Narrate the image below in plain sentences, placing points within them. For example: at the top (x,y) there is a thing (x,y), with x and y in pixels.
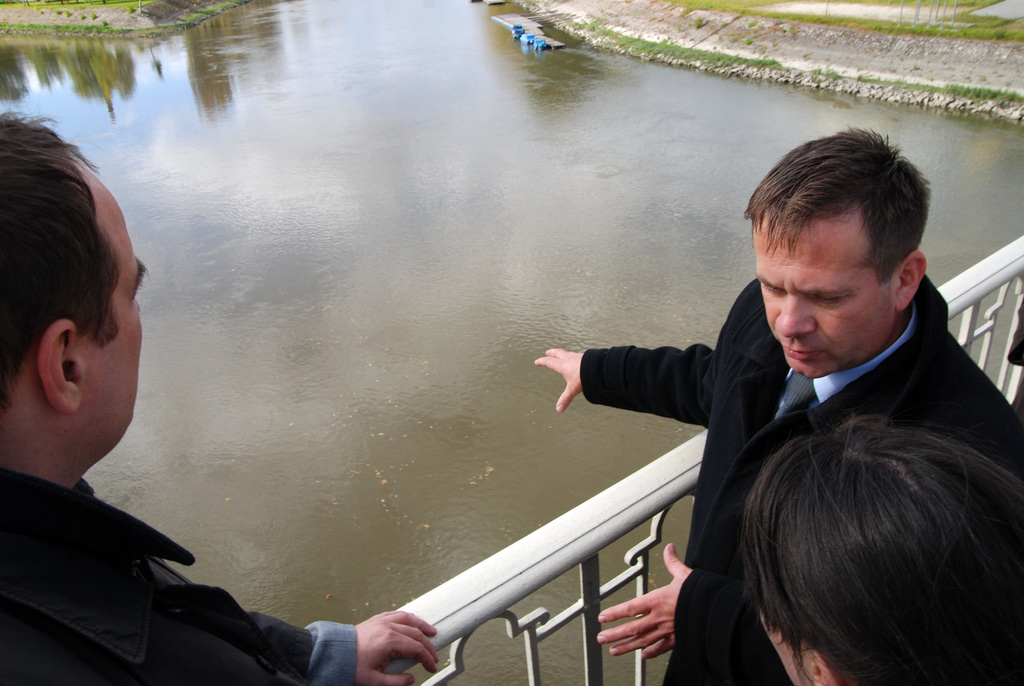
In this image there are people (836,599) standing on a bridge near a railing (456,651), in the background (637,256) there is a lake (283,59) and land (722,8).
